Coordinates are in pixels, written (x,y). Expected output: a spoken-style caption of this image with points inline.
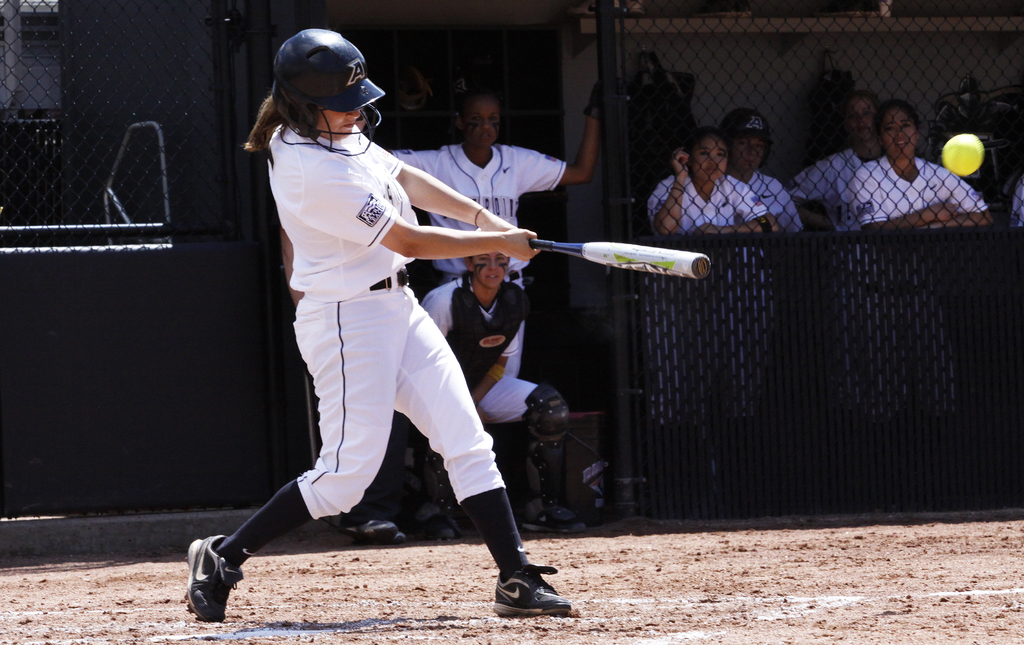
At the foreground of the image (312,89) there is a person (319,258) wearing white color dress (352,343) playing baseball holding baseball stick (626,250) in her hands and at the background of the image (965,222) there are some persons (442,472) standing and sitting near the fencing (733,100).
